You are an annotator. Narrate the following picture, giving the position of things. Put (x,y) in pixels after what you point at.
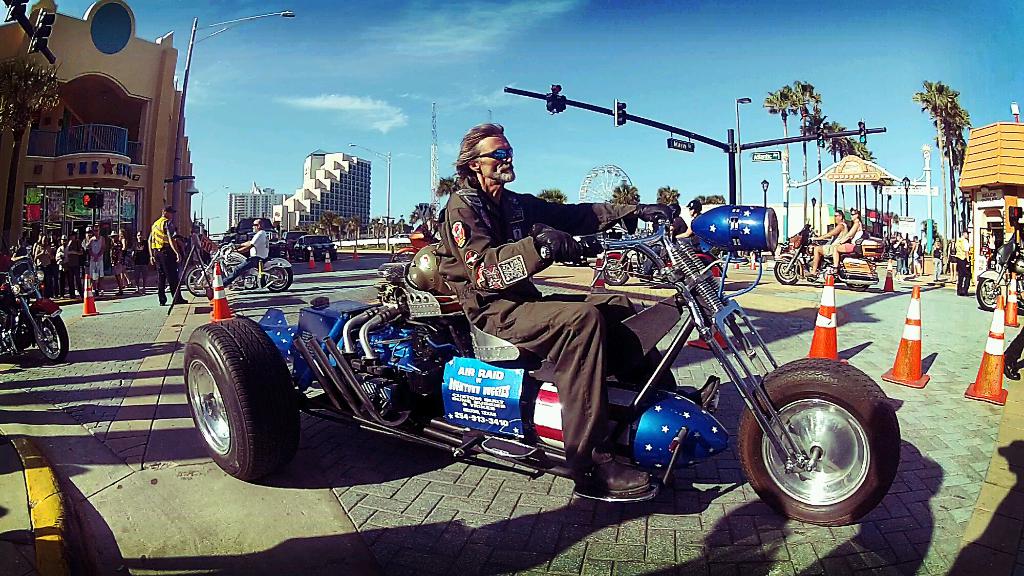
In the foreground of this image (548,333), there is a man (561,372) riding a bike (672,451) on the road (573,560). In the background (263,277), there are few people (247,266) riding bikes (803,276), traffic cones (825,328), few people (154,256) walking, poles (175,187), trees (833,131), buildings (82,109), a tower (437,175), vehicles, giant wheel (586,173) and the sky (549,32).
